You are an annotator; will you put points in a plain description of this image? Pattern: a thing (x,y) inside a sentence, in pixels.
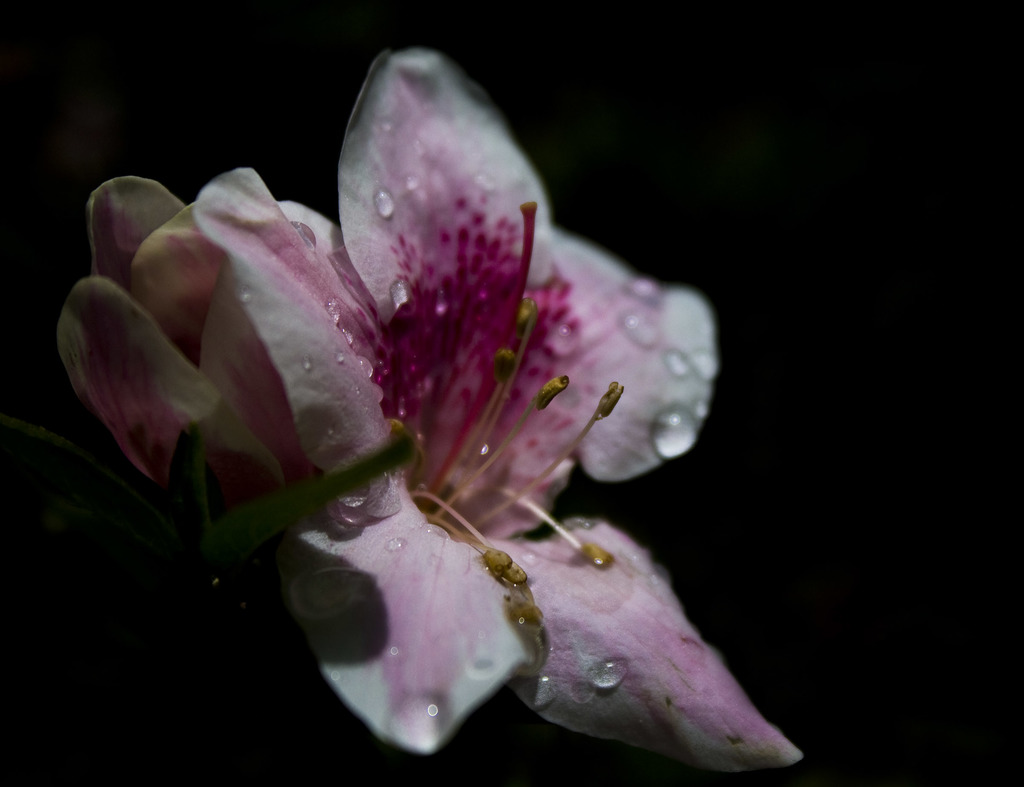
In the center of the image (373,388) we can see one flower (430,388). On the flower (398,351), we can see some water drops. And we can see the dark background (176,78).
